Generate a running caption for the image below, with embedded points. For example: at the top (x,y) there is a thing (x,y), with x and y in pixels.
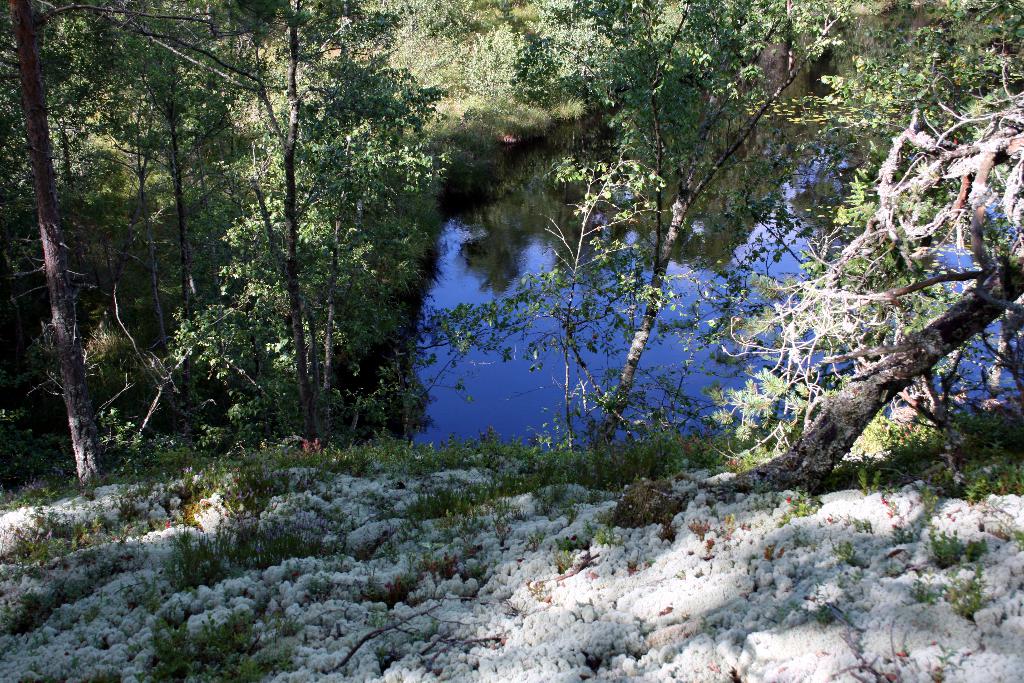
In this image we can see trees (358,273), plants (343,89), water (749,308) and lichen (696,619).
